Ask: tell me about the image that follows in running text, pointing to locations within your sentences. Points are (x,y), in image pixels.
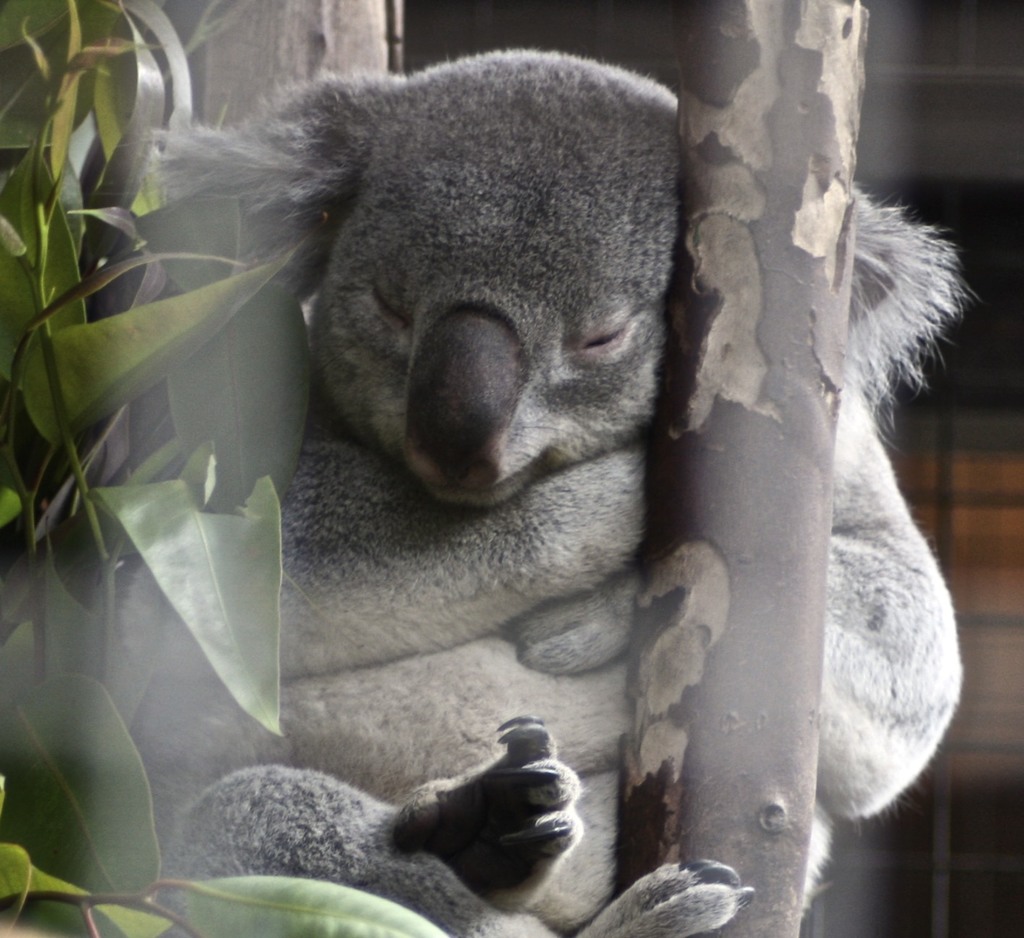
In this image I can see a koala (374,587). There are leaves (248,339), branches (825,490) and the background is blurry.
